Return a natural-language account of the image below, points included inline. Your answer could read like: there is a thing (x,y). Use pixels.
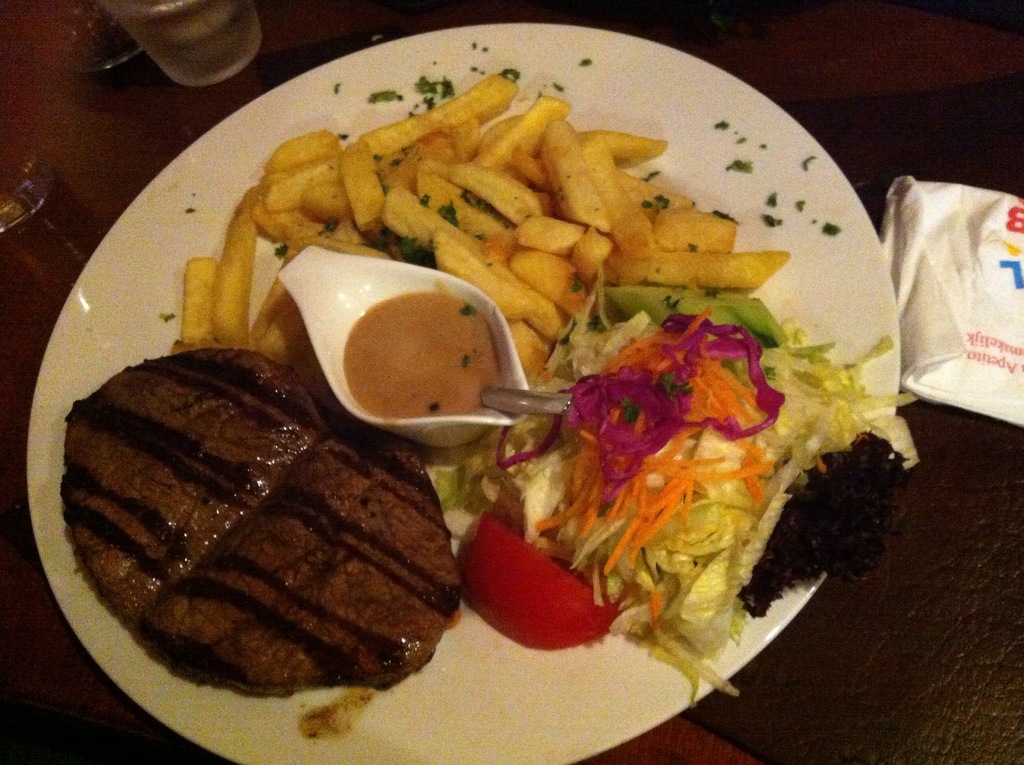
In the center of this picture (662,356) we can see a table (96,142) on the top of which glasses of drinks (11,206), platter (822,165) containing food items (417,354) and some other items (994,276) are placed.
